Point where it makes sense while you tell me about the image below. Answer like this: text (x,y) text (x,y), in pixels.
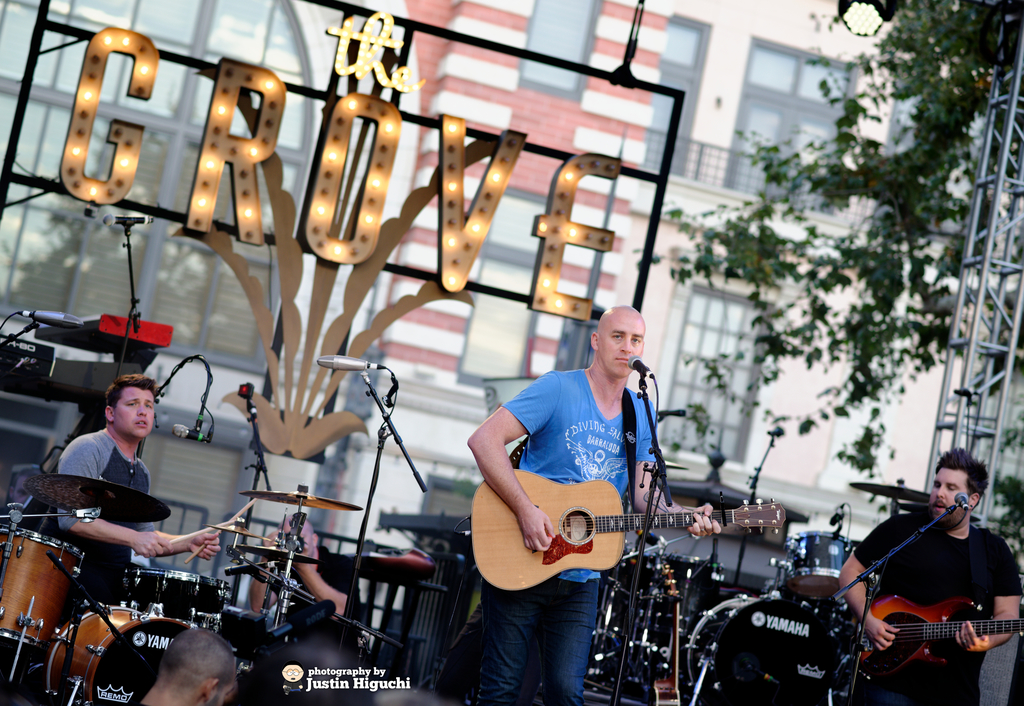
In this picture is a man (513,496) standing in the center (498,450), he is playing the guitar (496,540) with his right hand (535,518) holding the guitar (662,519) with his left hand (704,524), there is a microphone (635,365) in front of him and another person (873,533) on the right (930,521) who is also playing there is another person (59,464) sitting at the drum set (121,601). In the backdrop (917,415) there are some buildings (288,104) and trees (698,271).
